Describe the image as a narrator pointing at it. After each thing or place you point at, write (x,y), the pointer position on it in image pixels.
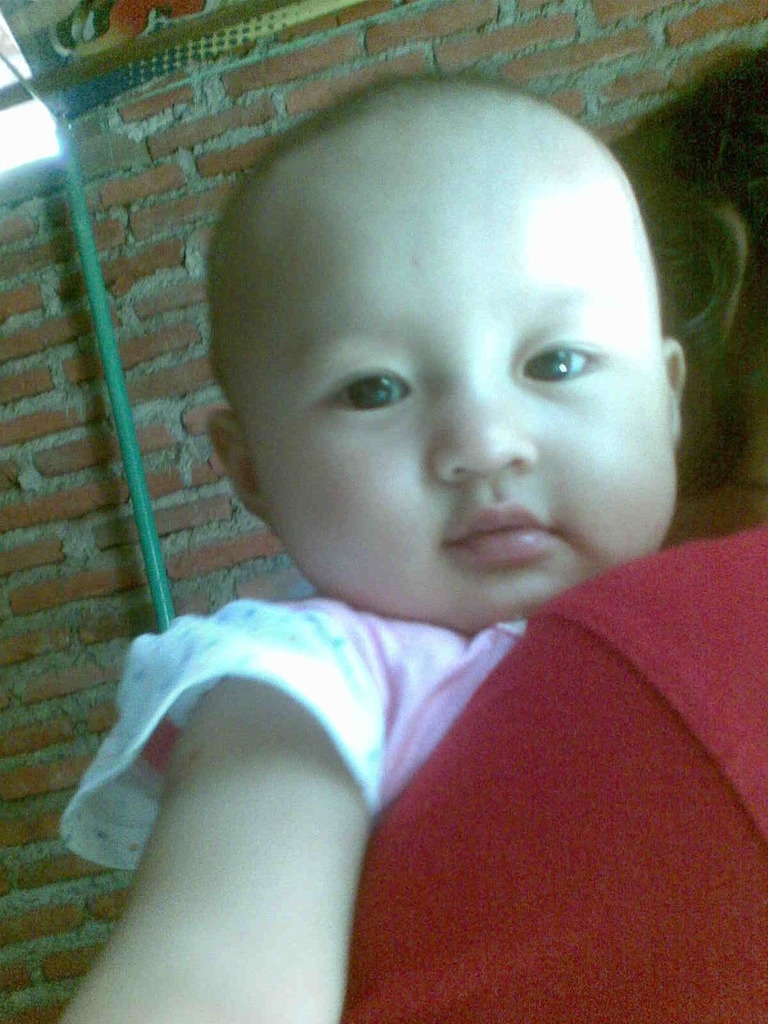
In the picture I can see woman (633,641) is holding a baby (329,535), side there is a brick wall (173,312) along with one pole (129,475).
